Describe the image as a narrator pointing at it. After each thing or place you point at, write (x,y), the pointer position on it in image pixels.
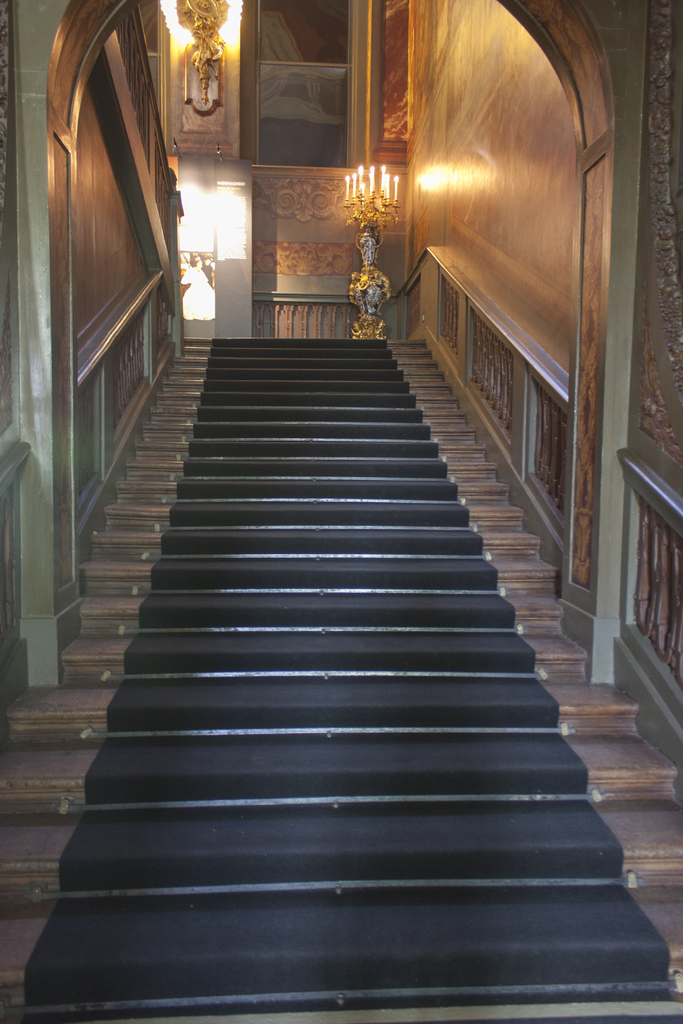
In this image in the center (275,416) there is a staircase (418,599), and on the right side (506,300) and left side (20,447) there is a wall (51,423) and railing (480,297). And in the background (387,185) there are some statues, candles (356,178) and a window (265,65) and wall (330,250).
